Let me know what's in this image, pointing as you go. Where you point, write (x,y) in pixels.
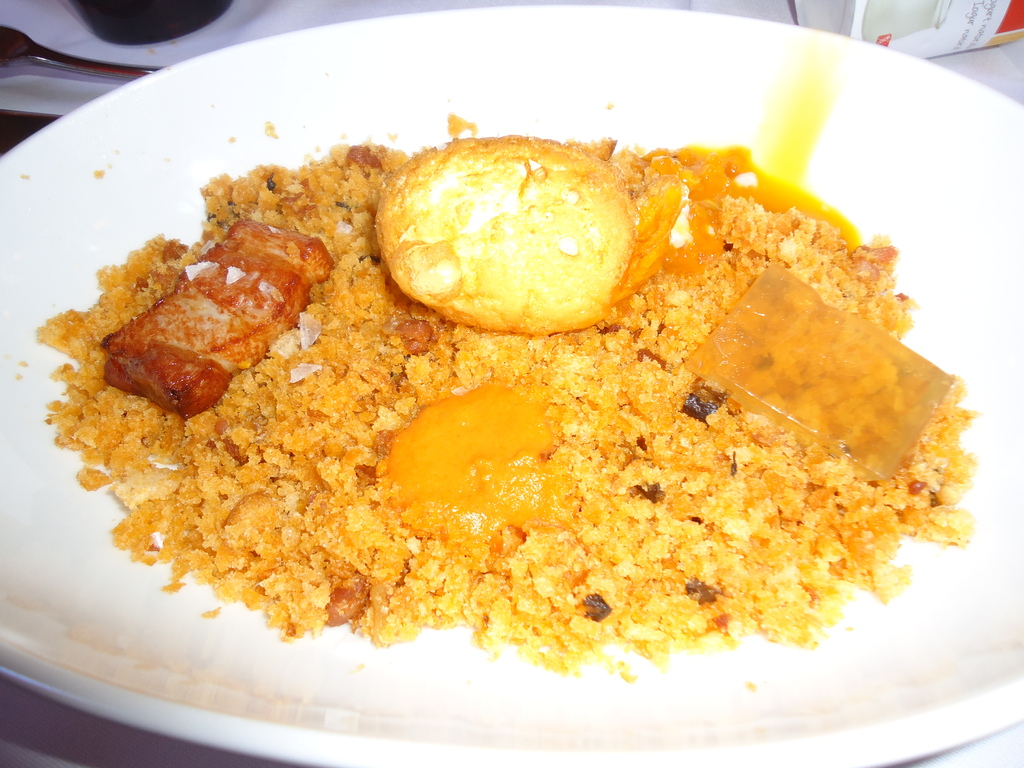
In this picture there is a food (697,551) on the plate (325,683). There are plates (321,651) and there is a spoon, bottle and box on the table (1002,57).
